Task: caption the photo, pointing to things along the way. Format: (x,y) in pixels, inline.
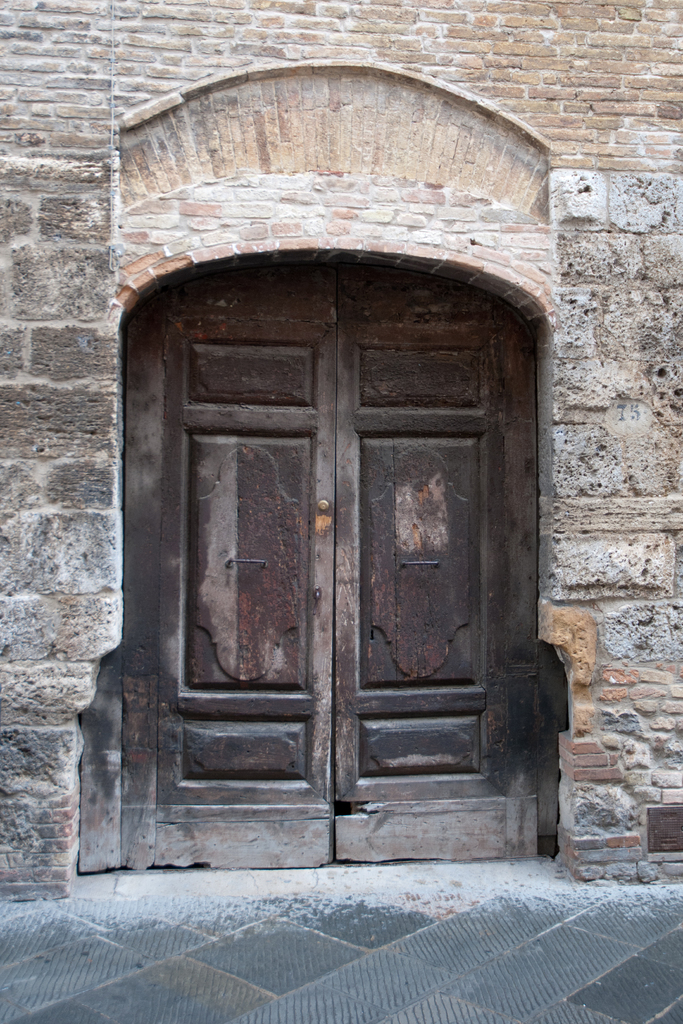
In this image we can see one old building wall (590,602) with a door (494,849), one object (671,841) attached to the wall (671,855) on the bottom right side of the image (670,850) and there is a path (265,959) on the bottom of the image (218,978).
